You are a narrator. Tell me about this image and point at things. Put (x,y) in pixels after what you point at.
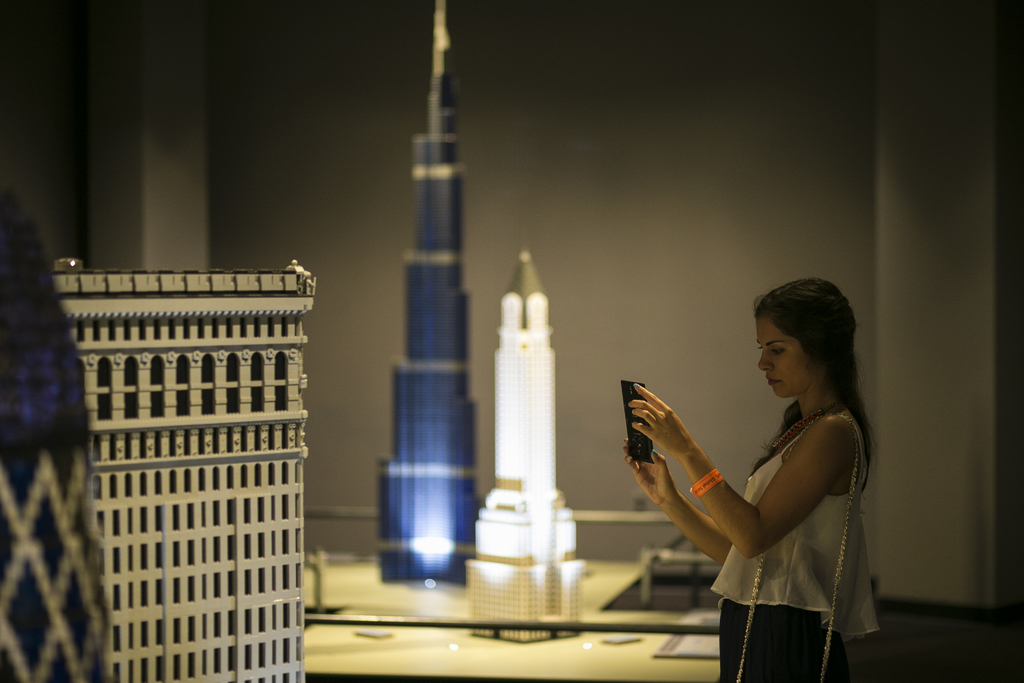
In this image I can see the person (793,570) wearing the white and black color dress (742,570) and holding the mobile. In-front of the person (641,472) I can see the miniature (439,528) of the buildings (231,520). In the background (325,507) I can see the wall (469,205).
